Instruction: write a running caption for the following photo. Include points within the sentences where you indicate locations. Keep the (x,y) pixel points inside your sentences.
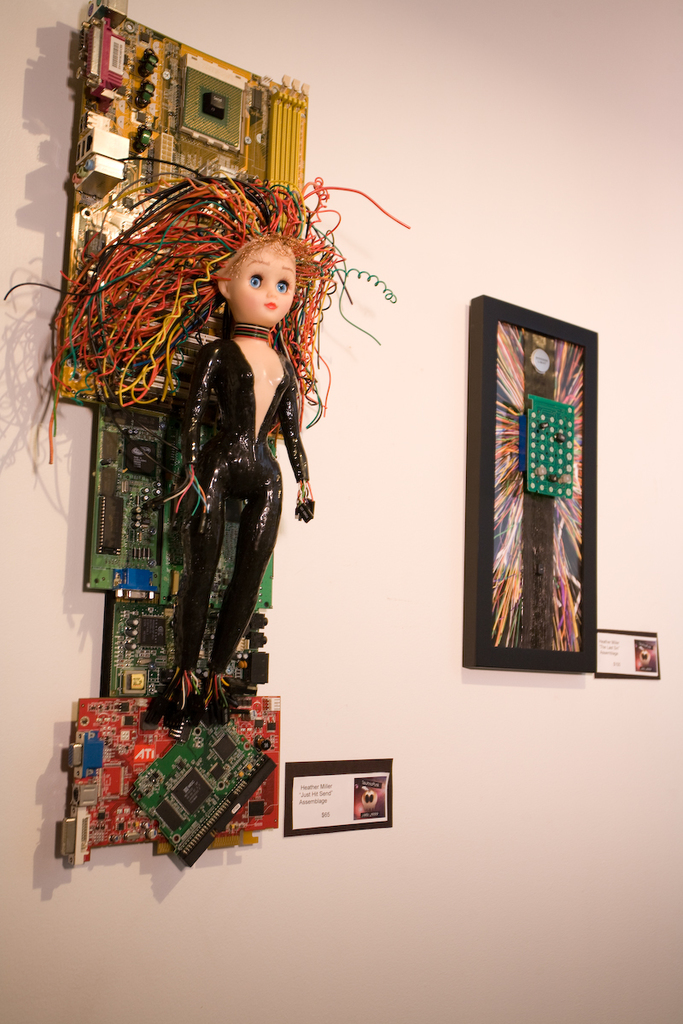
In this image there is a doll (241,411) and in the background (144,166) there is some object (148,375), and there are some boards (186,808). And on the right side (529,501) there is another object (553,434), and in the background (531,877) there is wall (94,875).
